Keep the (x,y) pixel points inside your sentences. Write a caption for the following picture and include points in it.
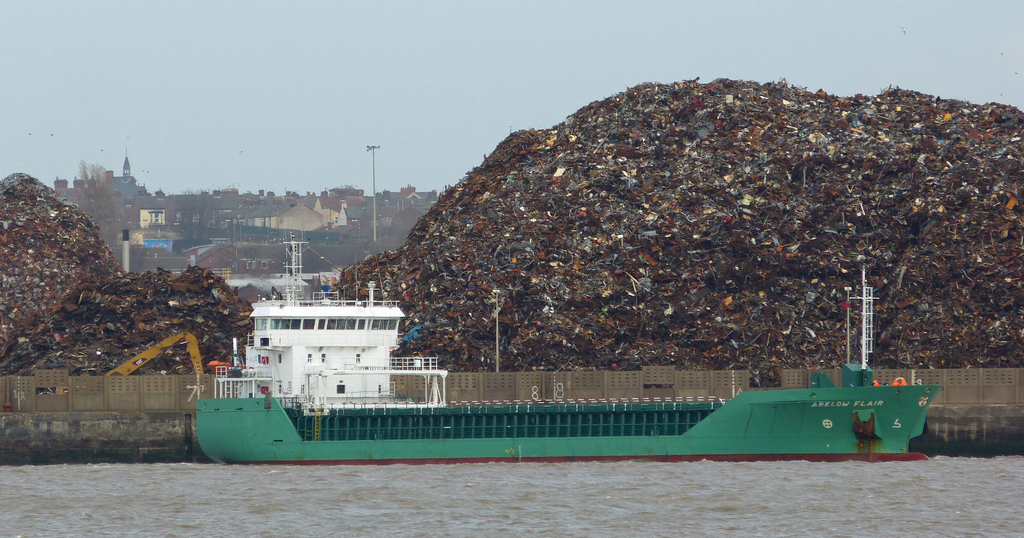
In this image at the bottom (648,476) there is a river (460,471) in that river (124,477) there is one boat (494,428), and in the background (127,283) there is some scrap (517,297), buildings (322,216), poles (124,236) and at the top of the image (252,75) there is sky (213,98).
